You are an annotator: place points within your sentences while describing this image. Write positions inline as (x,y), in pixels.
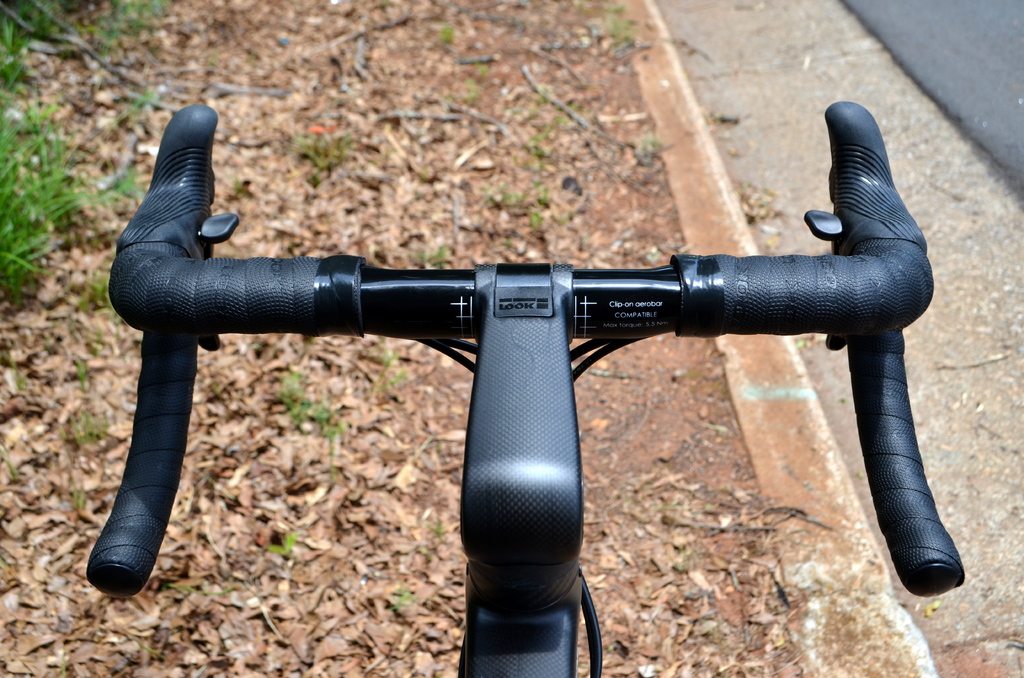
In this image in front (484,594) there is a bicycle (489,381). At the bottom of the image (431,605) there are dried leaves (313,428). On the right side of the image (950,121) there is a road (978,55).
